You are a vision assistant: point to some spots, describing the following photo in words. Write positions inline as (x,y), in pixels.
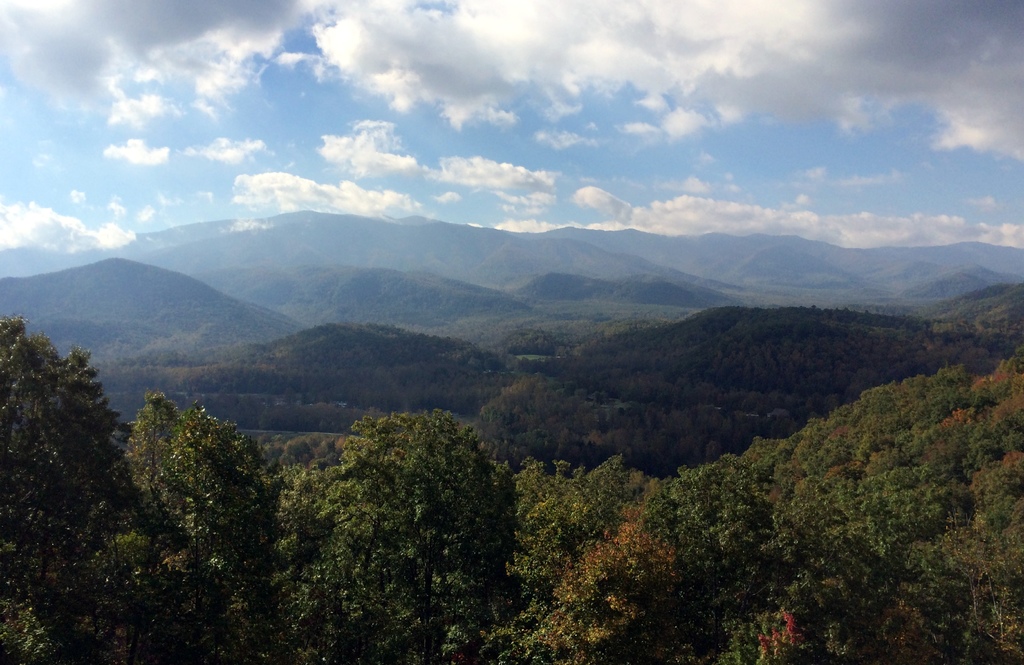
In this picture we can see trees (531,415), hills (837,304) and sky (427,40) with clouds (418,39).
